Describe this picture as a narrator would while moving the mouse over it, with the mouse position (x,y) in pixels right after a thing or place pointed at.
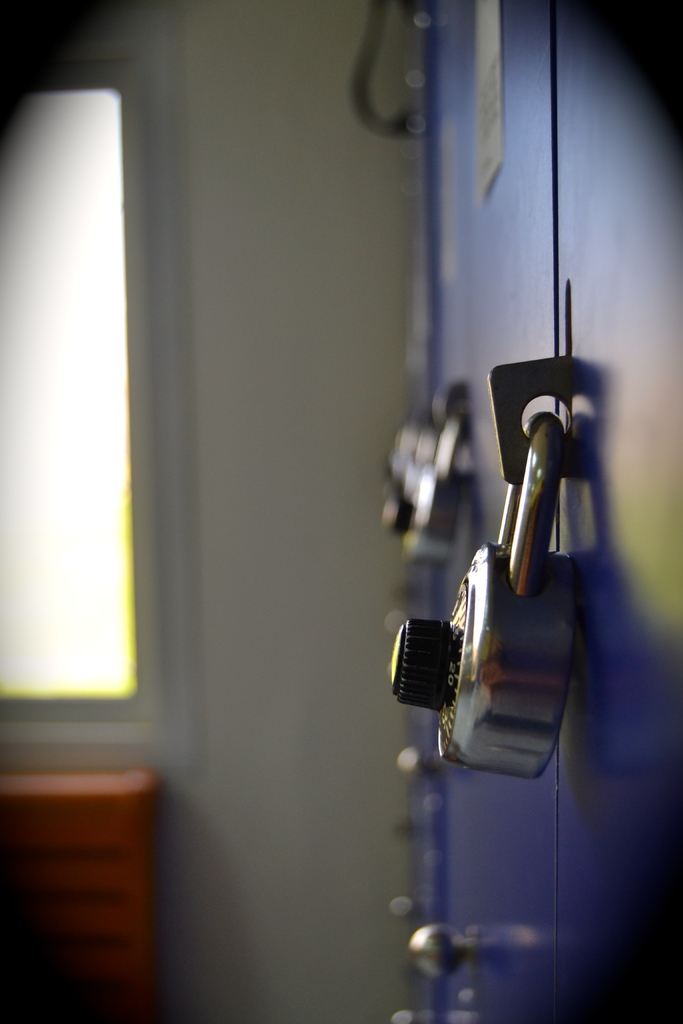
In this picture we can see the lockers (559,382) with the lock (457,635). On the left side of the lockers (545,294) there is a wall (271,326) with a window (39,448) and an object (49,905).
